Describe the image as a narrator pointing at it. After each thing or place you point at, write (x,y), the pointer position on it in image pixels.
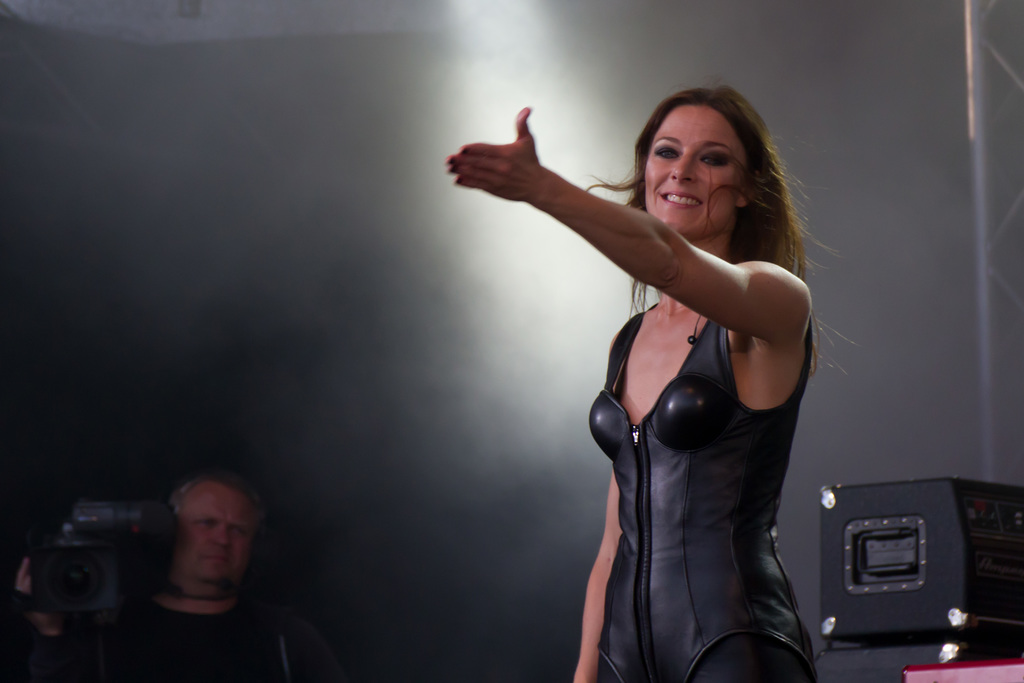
In the image we can see a woman (698,421) standing, wearing clothes (661,404) and she is smiling. We can even see a man (221,606) wearing clothes (222,614) and holding a video camera (89,566). Here we can see the electronic device (895,556) and the background (353,126) is slightly dark.
